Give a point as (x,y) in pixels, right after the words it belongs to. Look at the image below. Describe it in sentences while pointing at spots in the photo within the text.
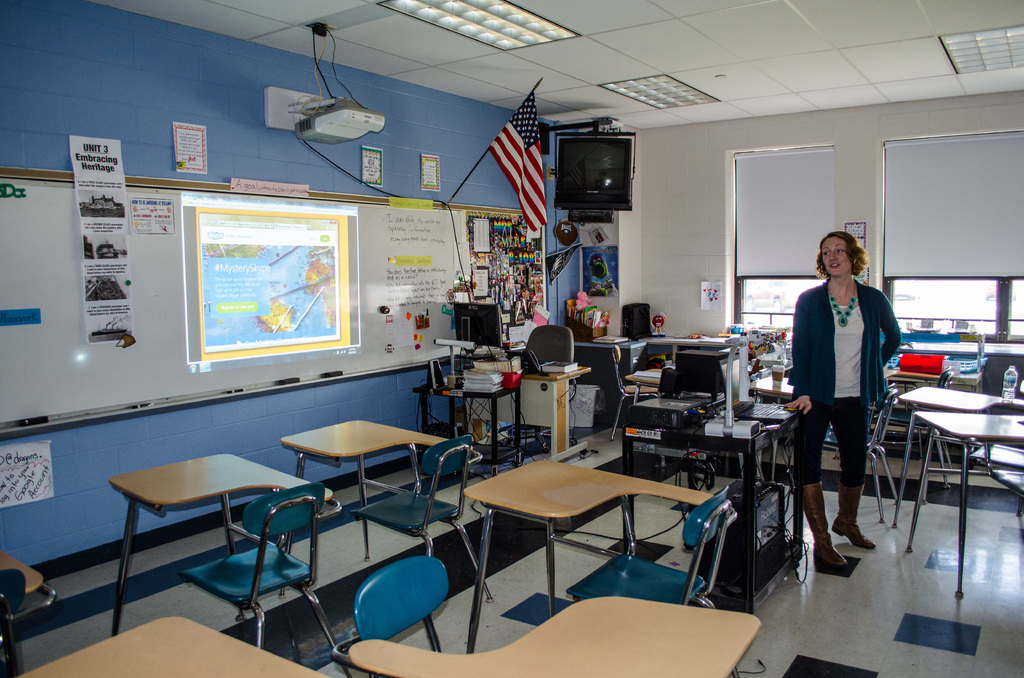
This picture is clicked inside the room (4,511) and this might be a classroom (645,565). In front of picture, we see study chair (459,445). Woman (834,354) in green jacket (808,355) and white t-shirt (837,340) is standing near the table (796,427) and she is trying to talk something. In front of her, we see a table (675,439) on which projector (659,425), paper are placed. On the right side of the picture (1008,396), we see water bottle (1011,376) on the chair (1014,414). On the left corner of the picture (56,187), we see a white board (394,238) on which some text (404,261) is written on it and beside that, we see flag (528,141) which is in blue and red and white in color and beside that we see a television (594,164). On top of the picture (535,61), we see the roof (835,51) of that room (819,37).
